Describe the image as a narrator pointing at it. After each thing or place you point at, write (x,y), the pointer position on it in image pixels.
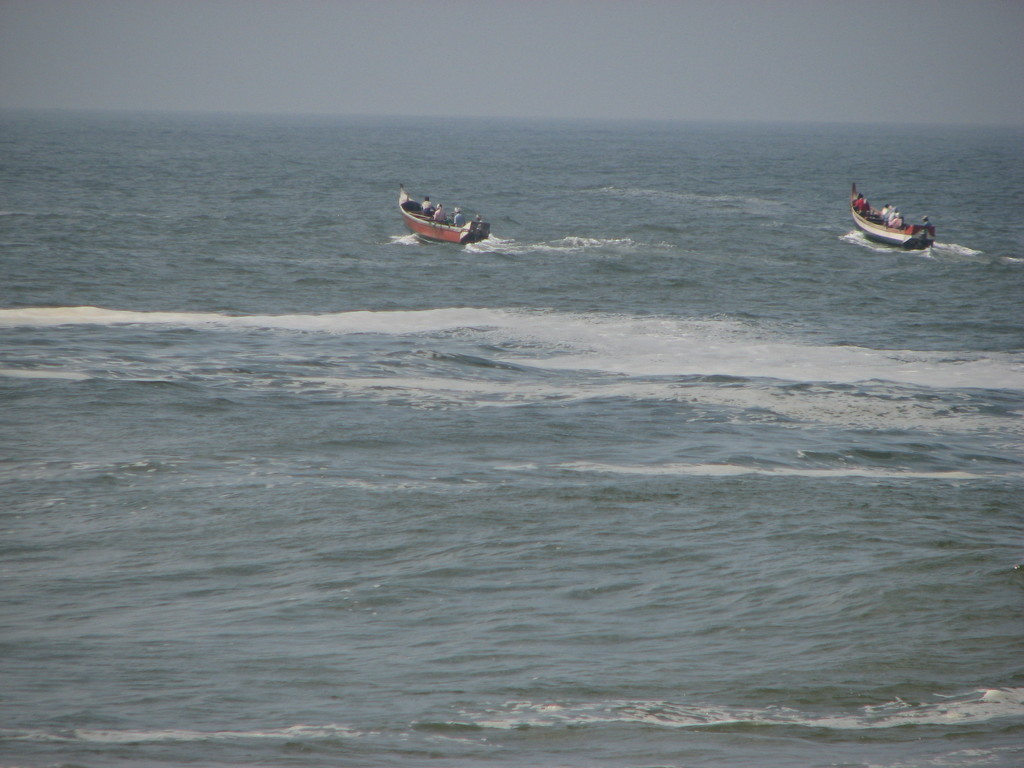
In this picture we can see two boats (441,239), moving in the seawater (497,265). On the top (478,85) there is a sky (497,94).
